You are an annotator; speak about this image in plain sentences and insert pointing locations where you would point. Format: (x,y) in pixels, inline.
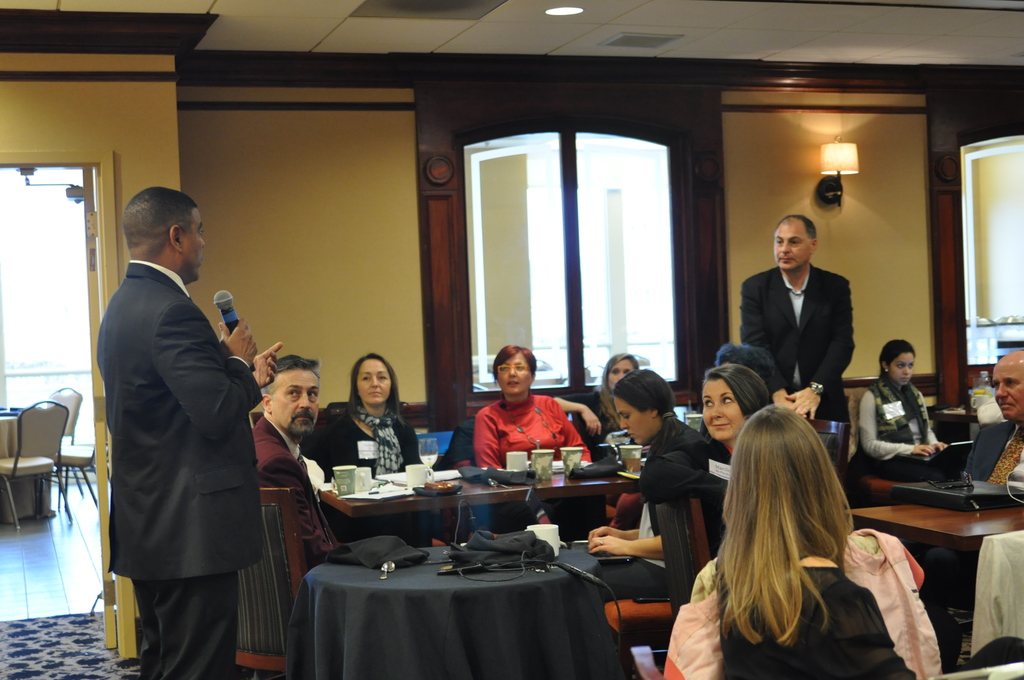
In this image there is a man (171,446) who is talking to all the group of people (887,642) sitting in the chairs (267,647) a table (451,499) in which there is a glass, cup (412,479), tissues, papers (389,484), files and here there are some group of people (760,294) standing and sitting in the back ground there is a door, lamp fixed to the wall (725,179), chairs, carpet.
